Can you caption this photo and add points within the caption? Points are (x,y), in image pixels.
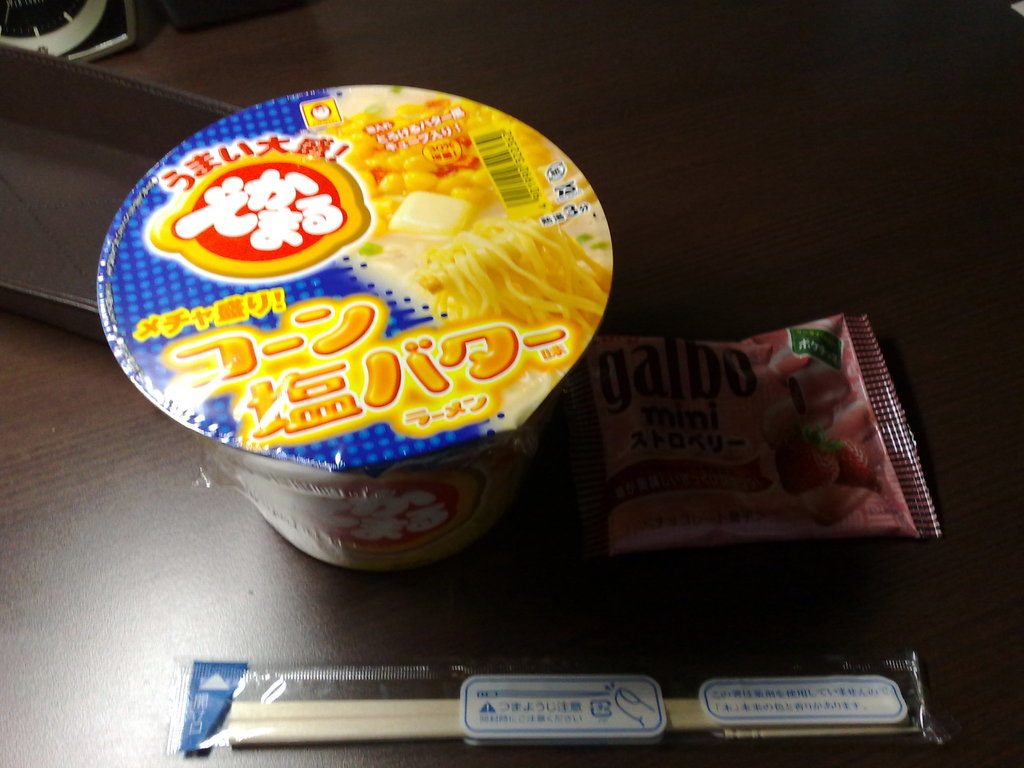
In this image we can see convenience food (358,503) and two sticks (364,726).
